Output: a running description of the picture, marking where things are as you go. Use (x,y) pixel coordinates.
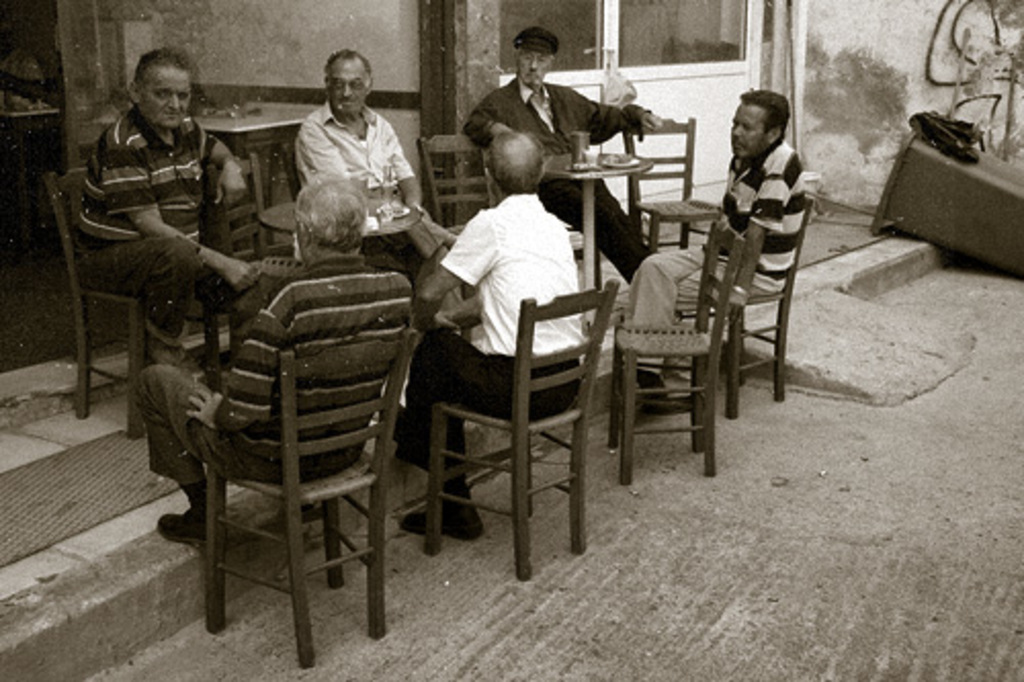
In this image there are group of persons (552,239) who are sitting around the table (593,201) on the floor (839,429).
